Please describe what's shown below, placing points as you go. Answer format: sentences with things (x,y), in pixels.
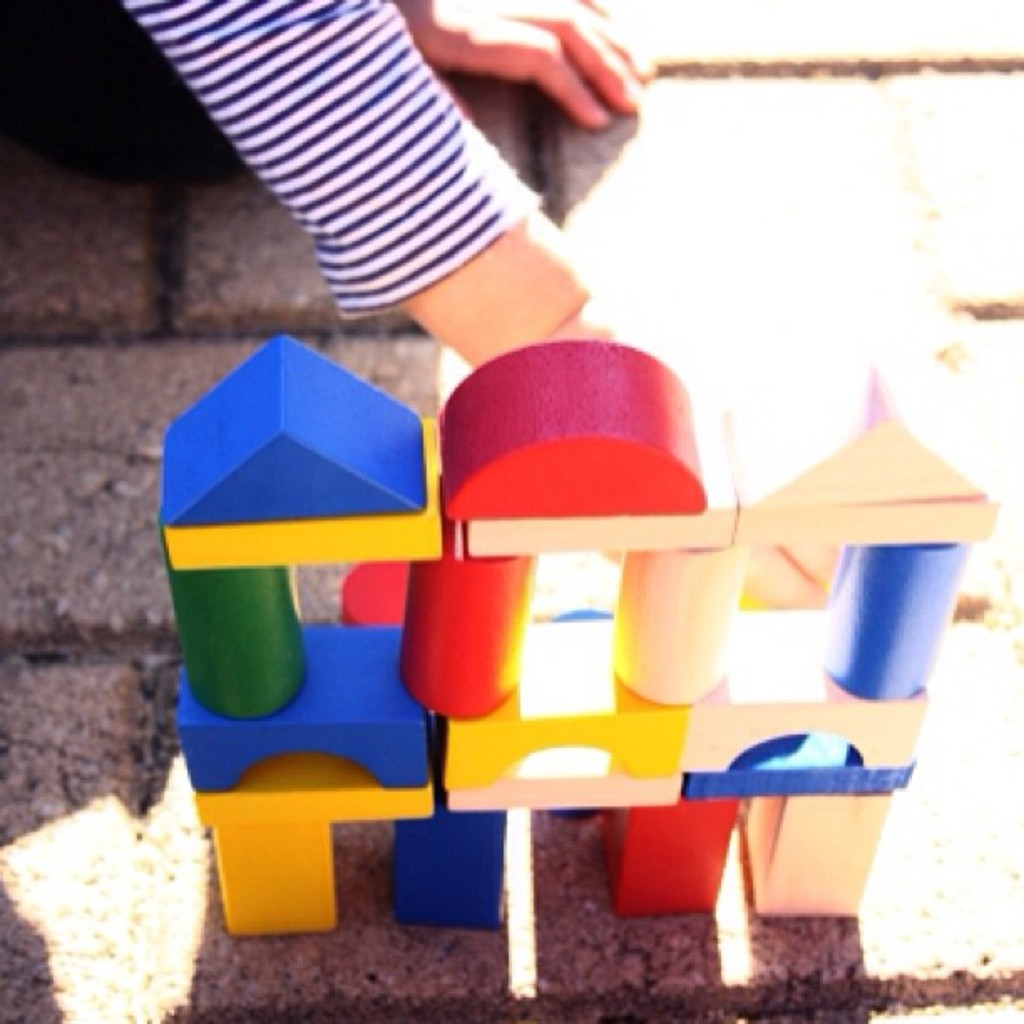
In this image, at the top (477,137), we can see hand (488,18) of a person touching toys (435,923) which are on the land (115,1023).
